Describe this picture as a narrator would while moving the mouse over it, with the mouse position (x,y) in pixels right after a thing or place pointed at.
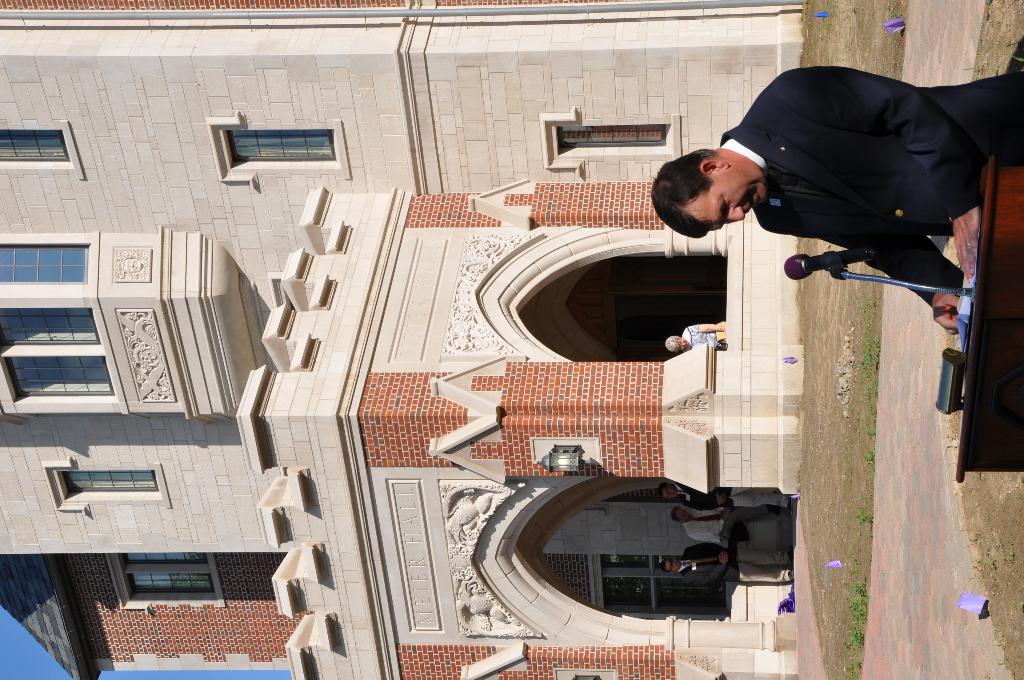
In this picture we can see a man (893,207) is standing behind the podium (982,310) and on the podium (982,354) there are papers (961,332) and a microphone (816,263) with stand (865,276). Behind the man (866,217) there are some people (697,509) standing and a building (583,458) and behind the building (364,408) there is a sky (2,652).
